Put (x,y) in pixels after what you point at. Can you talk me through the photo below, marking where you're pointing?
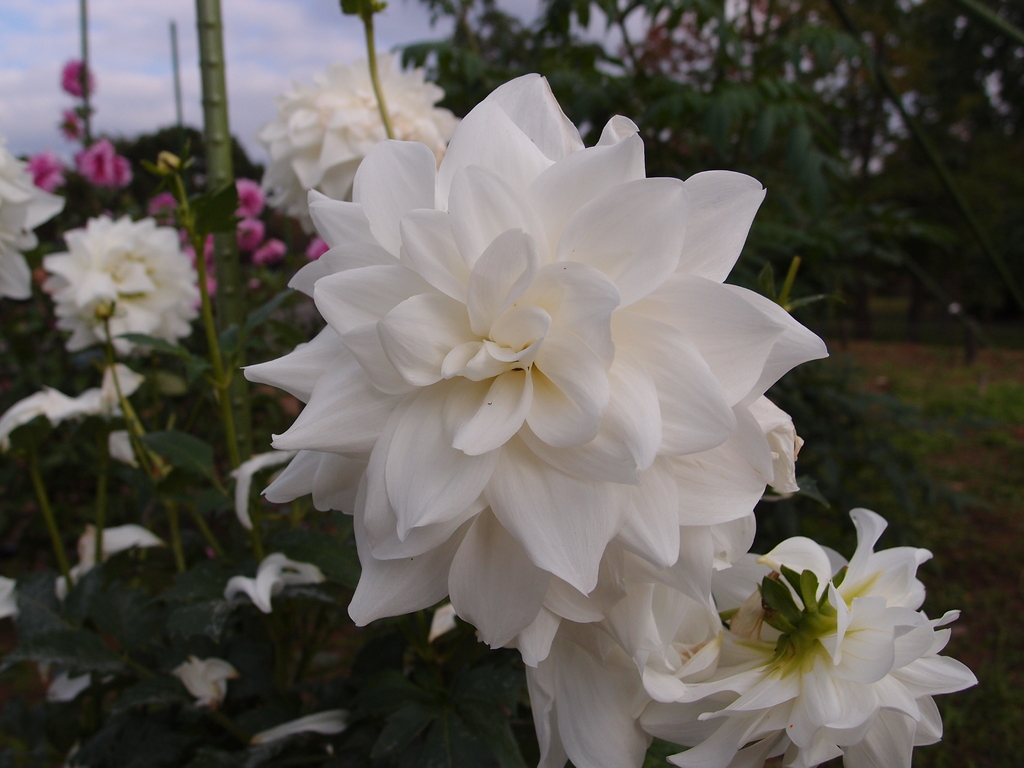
In this picture we can see white and pink flowers (104,176) to the plants (312,649). Behind the flowers (356,215) there are trees (657,124) and the sky (136,57).
